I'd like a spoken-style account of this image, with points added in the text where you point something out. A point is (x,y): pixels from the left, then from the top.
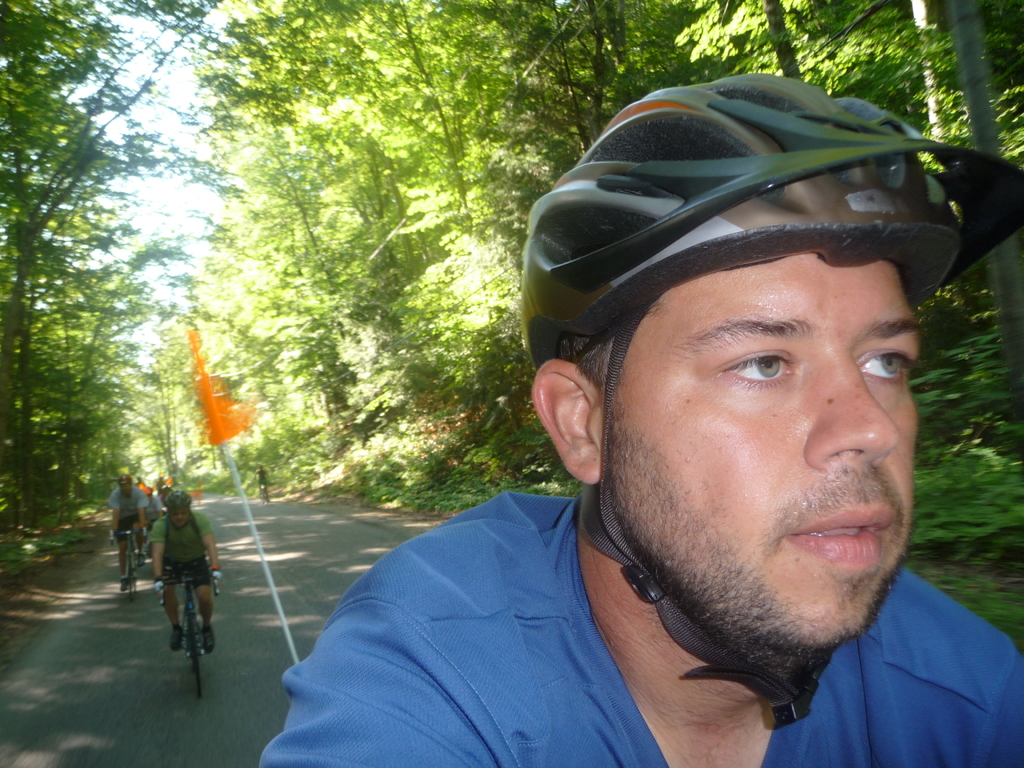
Front this man (722,455) wore helmet (720,230). Background (10,182) there are trees (233,95). These people (139,505) are riding bicycles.
